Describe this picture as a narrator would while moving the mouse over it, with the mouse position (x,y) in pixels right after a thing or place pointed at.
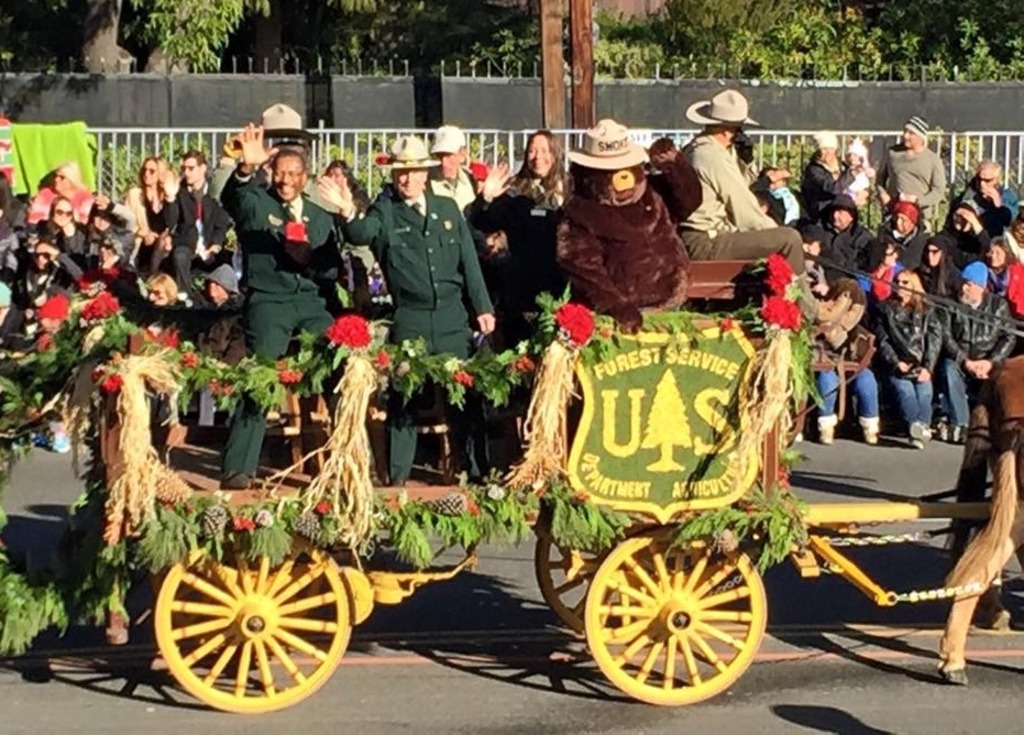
In this picture we can observe some people (293,277) sitting in the chariot (925,514) which was decorated with leaves (515,356) and flowers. The chariot (254,602) is in yellow color. On the right side (983,541) we can observe a horse (985,499). In the background (874,320) there are some people (121,224) sitting. There are men (902,239) and women (63,255). We can observe a white color railing (136,147). There are trees (195,24) and a wall (393,77) in the background (291,71).
